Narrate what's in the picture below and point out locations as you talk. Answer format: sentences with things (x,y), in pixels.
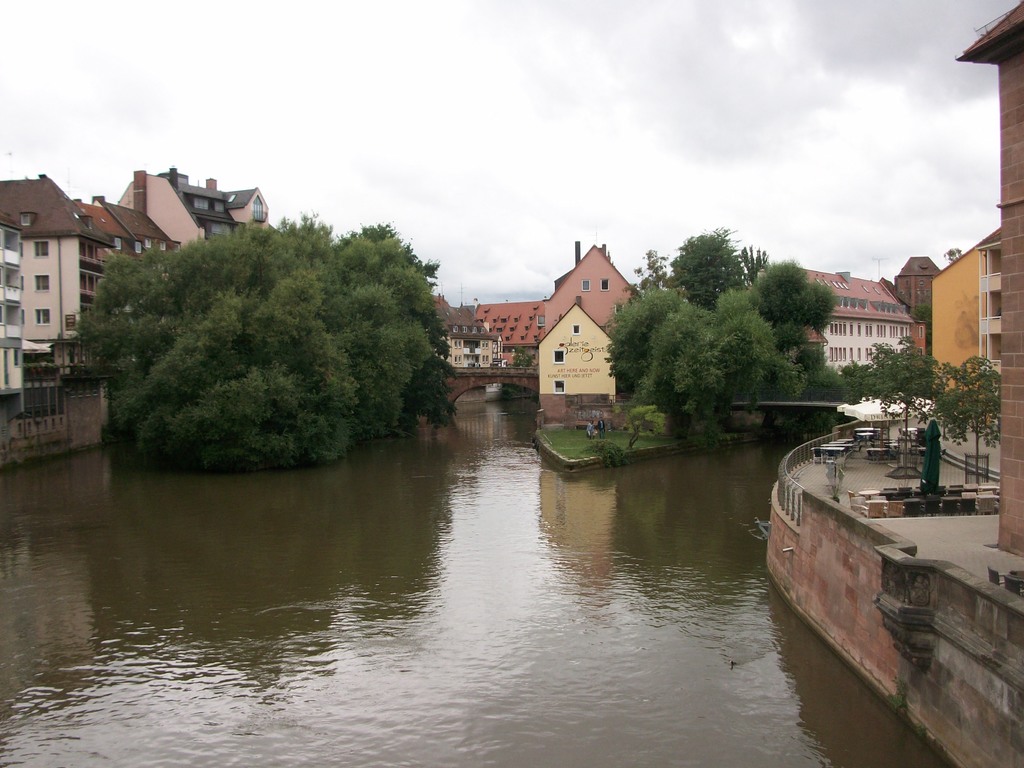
In this image in the front (518,651) there is water (531,604). On the right side (984,498) there are tables (876,493), chairs (896,490), buildings (941,349) and there is a tree (959,395). In the background (743,373) there are trees (109,321) and buildings (55,315) and the sky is cloudy.
